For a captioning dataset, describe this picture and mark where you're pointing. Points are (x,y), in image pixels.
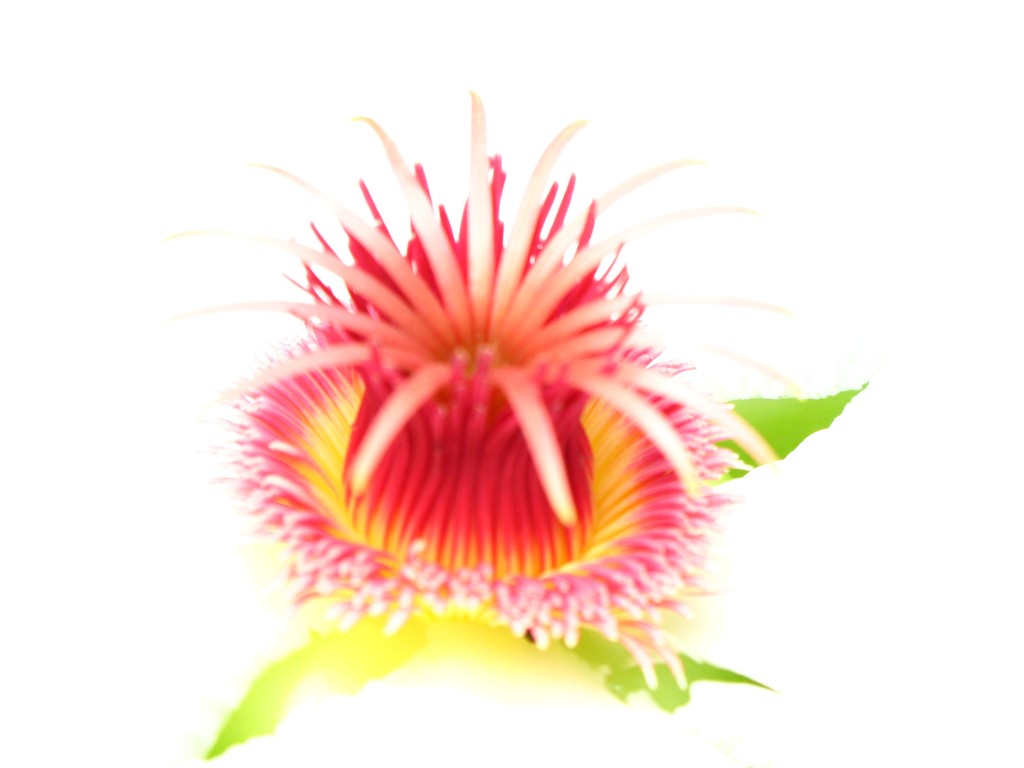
In the foreground of this image (692,565), there is a flower (475,377) on a white surface (564,754).
